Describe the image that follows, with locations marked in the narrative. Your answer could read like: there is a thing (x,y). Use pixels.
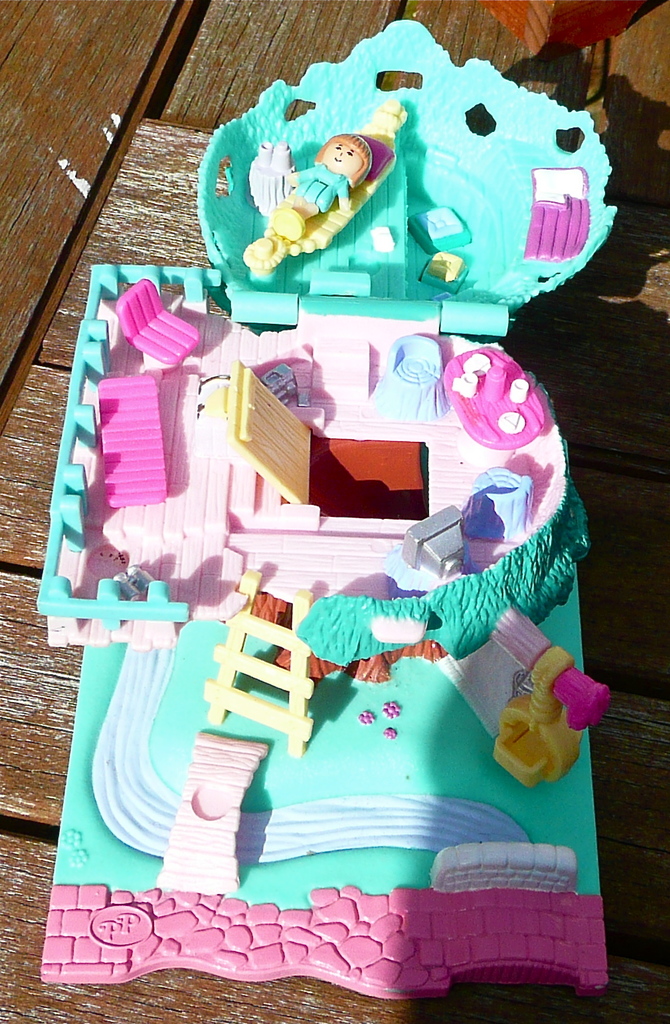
This image consists of a miniature (230,622) is kept on the floor (51,431) made up of wood (69,77).
